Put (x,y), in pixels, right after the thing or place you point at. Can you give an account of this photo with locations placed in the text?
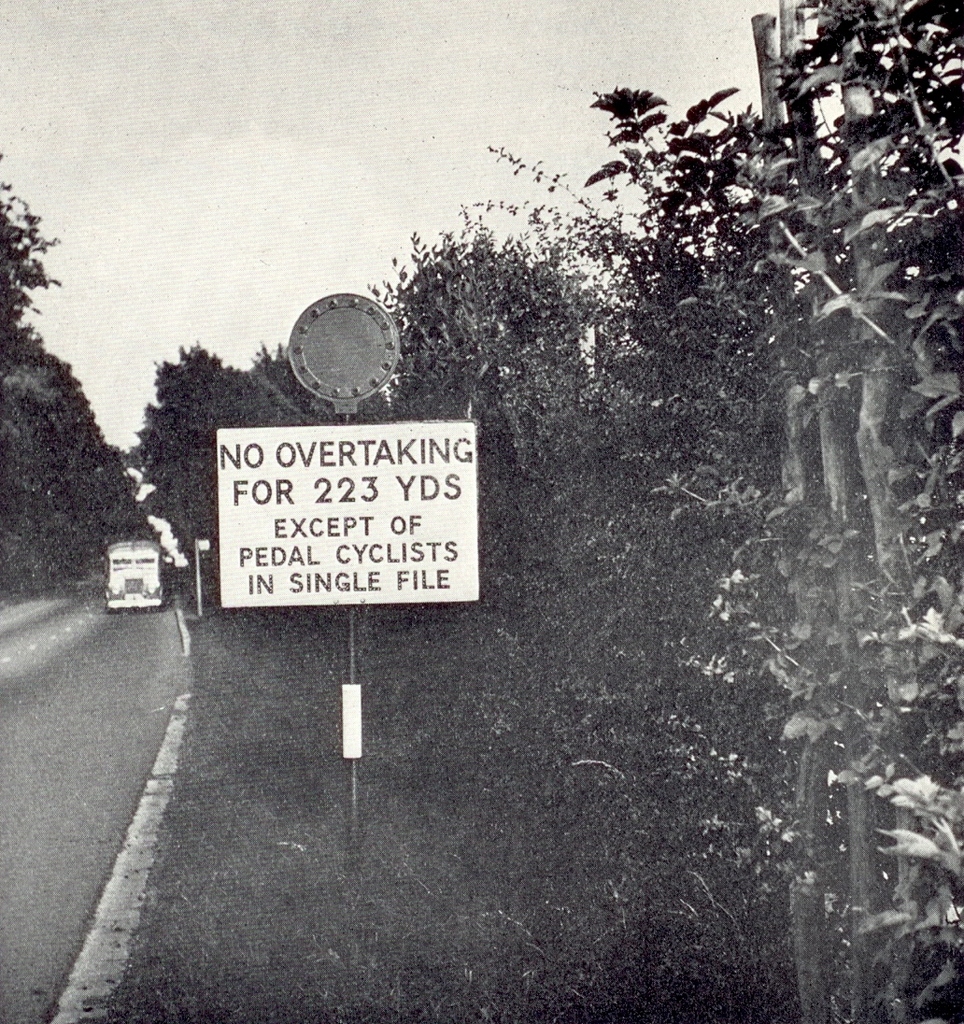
It is a black and white picture. On the left side of the image (57,846) there is a vehicle (118,598), road (114,613), trees (37,433), boards (340,376) and poles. On the right side of the image (857,355) there are trees (465,300). In the background of the image (193,220) there is the sky (274,167).
